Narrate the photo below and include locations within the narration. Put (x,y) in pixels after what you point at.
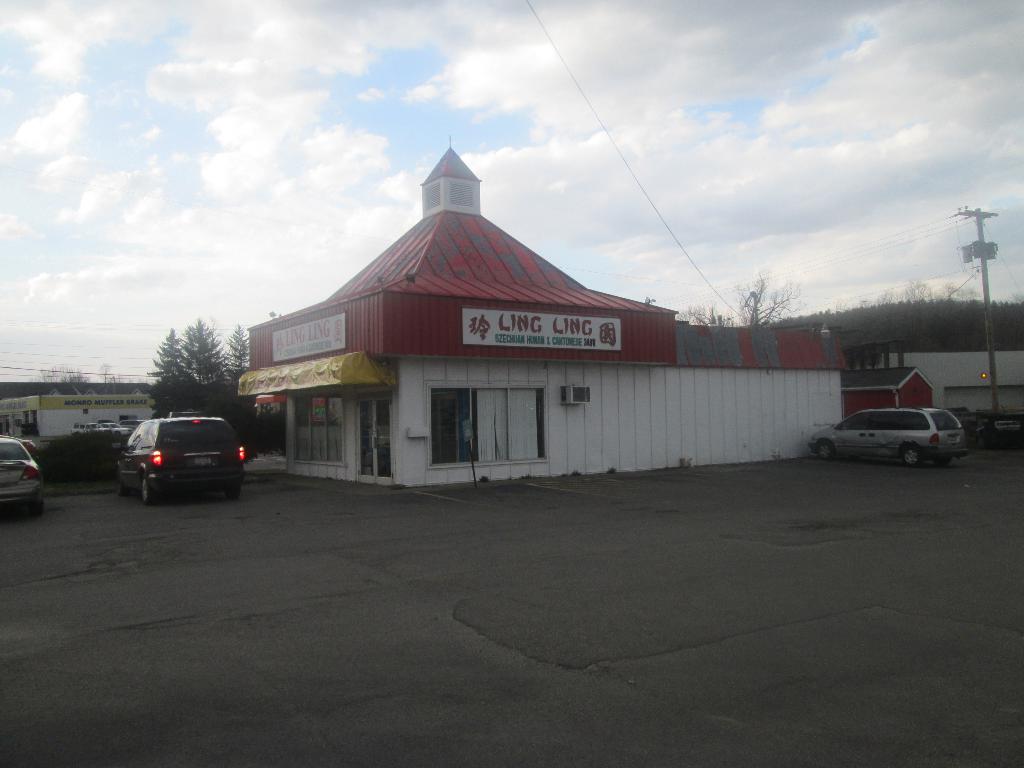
In this image we can see a building (405,272), sheds (857,403), cars (230,454), plants (102,454), boards (506,330), trees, and a pole (970,217). There is a road (823,505). In the background (727,203) we can see sky (333,163) with clouds (627,260).
